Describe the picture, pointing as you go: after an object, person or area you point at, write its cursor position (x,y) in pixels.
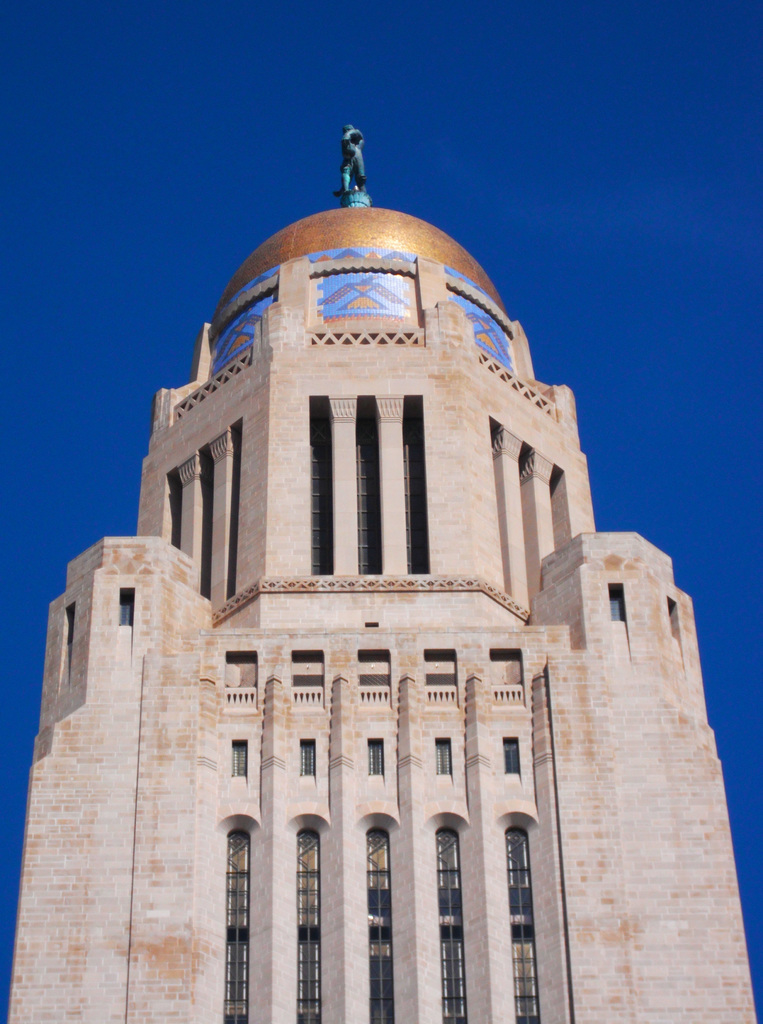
In this image, we can see a building (505,746), walls (665,846), glass objects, pillars (402,770) and railings (327,588). In the background (756,69), there is the sky (316,143). On top of the building (372,245) there is a statue (354,190).
